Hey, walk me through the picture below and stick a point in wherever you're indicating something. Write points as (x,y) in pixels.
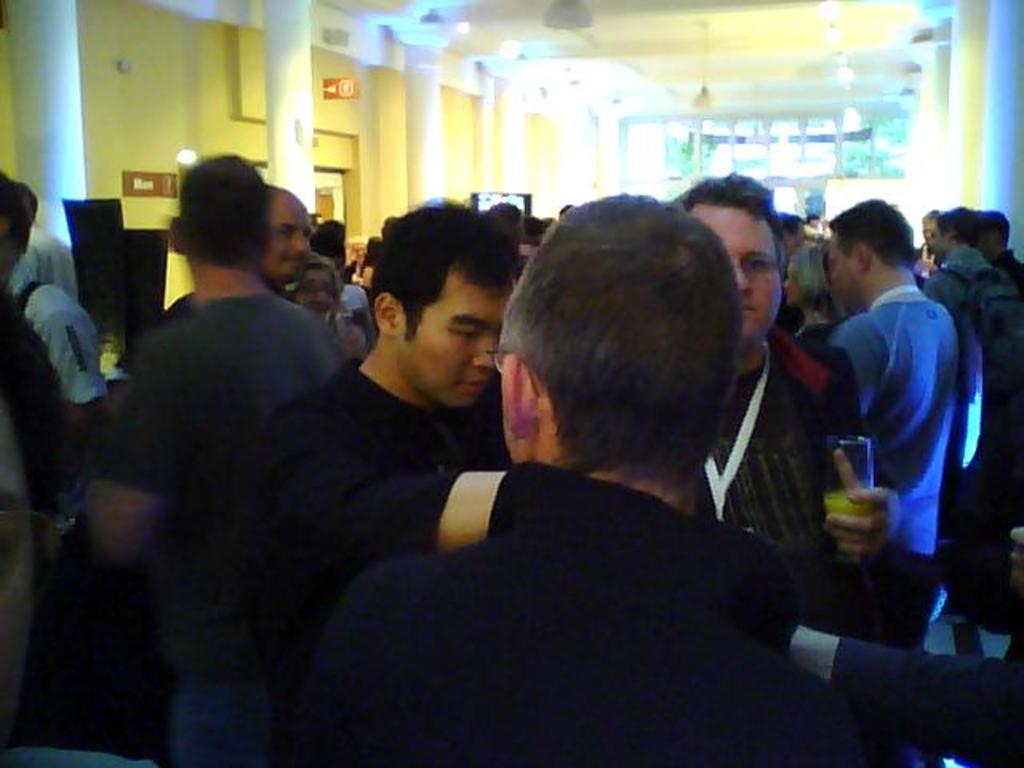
In this image we can see so many people (594,482) are standing. Background (1011,119) pillars (412,96) are there. The wall (152,134) is in yellow color. Roof (714,73) is in white color.
